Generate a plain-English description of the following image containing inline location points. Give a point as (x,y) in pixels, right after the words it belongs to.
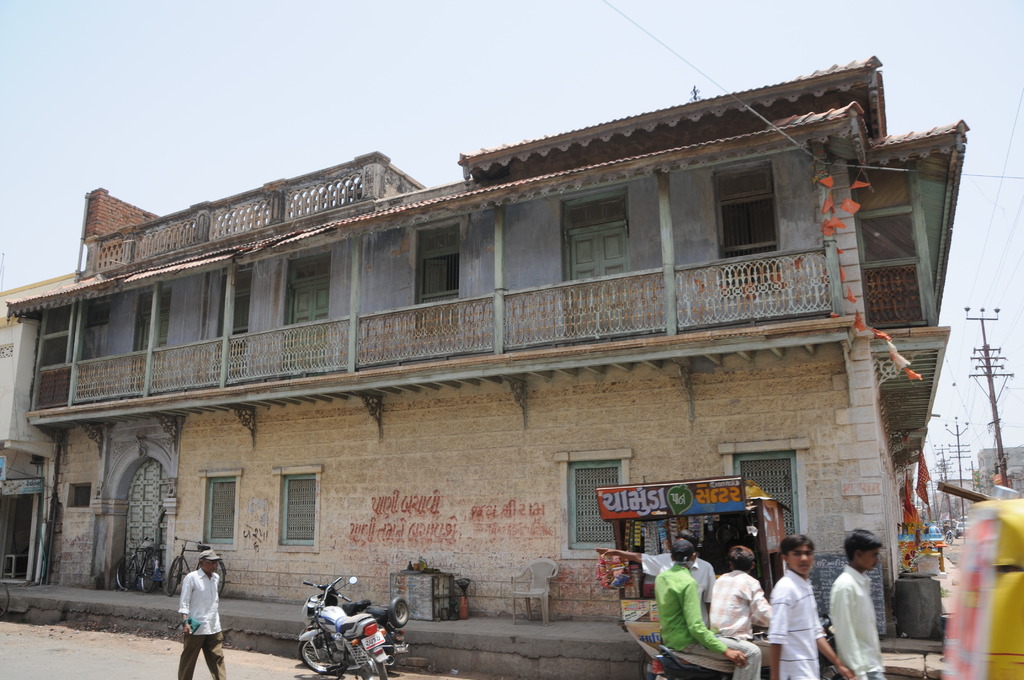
In this image we can see a building (603,321) with windows (572,511), doors (572,254), the flags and some text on a wall (353,503). We can also see some bicycles (219,585), chair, a table (395,594) and a stall (745,491) with roof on a footpath (913,643). On the bottom of the image (855,617) we can see some motor vehicles (329,585) and a group of people (802,673) on the road (411,679). We can also see some utility poles (996,464) with wires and the sky (467,116) which looks cloudy.
